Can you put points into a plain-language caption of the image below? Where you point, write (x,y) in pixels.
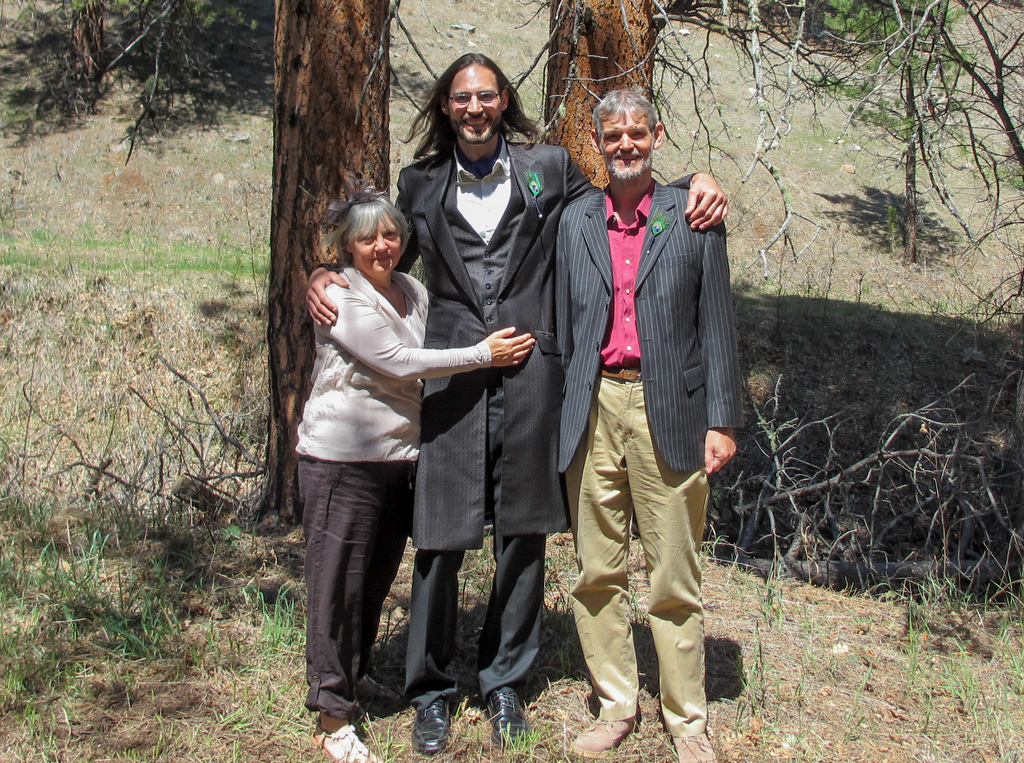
In this picture we can see two men (575,300) and a woman (462,369) are standing and smiling, at the bottom (892,598) there is grass (572,651), we can see trees (590,55) in the middle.
